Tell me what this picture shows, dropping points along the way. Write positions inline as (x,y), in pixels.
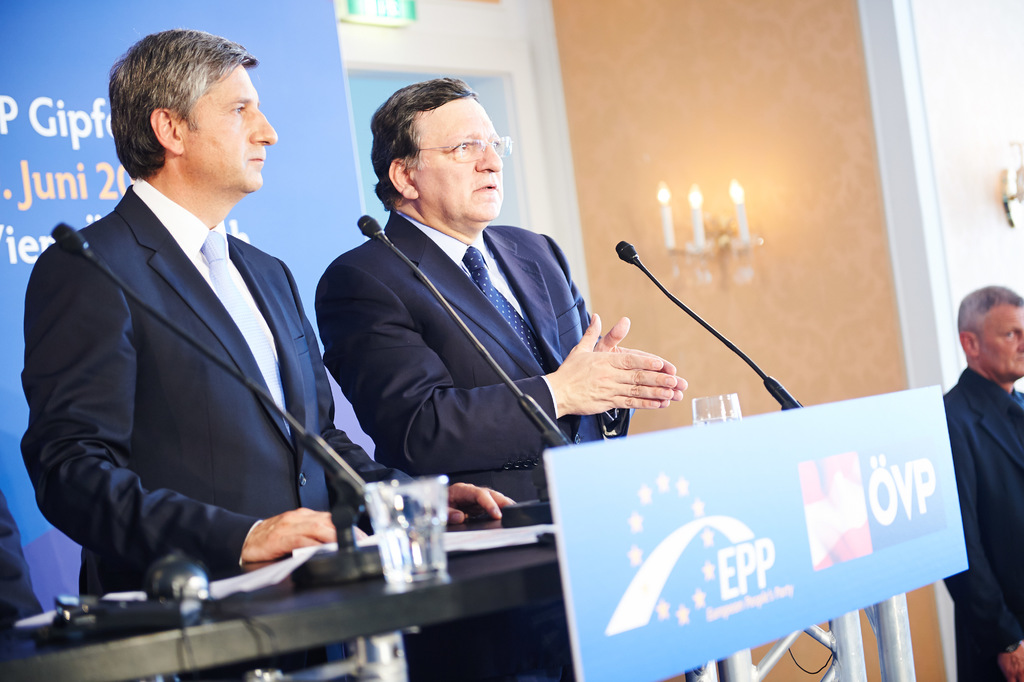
In this image we can see three persons (505,417), two of them are standing near the table (477,564), there are mics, glasses (702,413) with water (416,531) and few other objects (224,588) on the table (445,596) and a board (568,506) with text (875,491) attached to the table (370,584), there is a banner (26,137) with text (29,246) in the background (48,132) and there are lights (723,255) attached to the wall (788,165) on the right side of the image (710,252).
